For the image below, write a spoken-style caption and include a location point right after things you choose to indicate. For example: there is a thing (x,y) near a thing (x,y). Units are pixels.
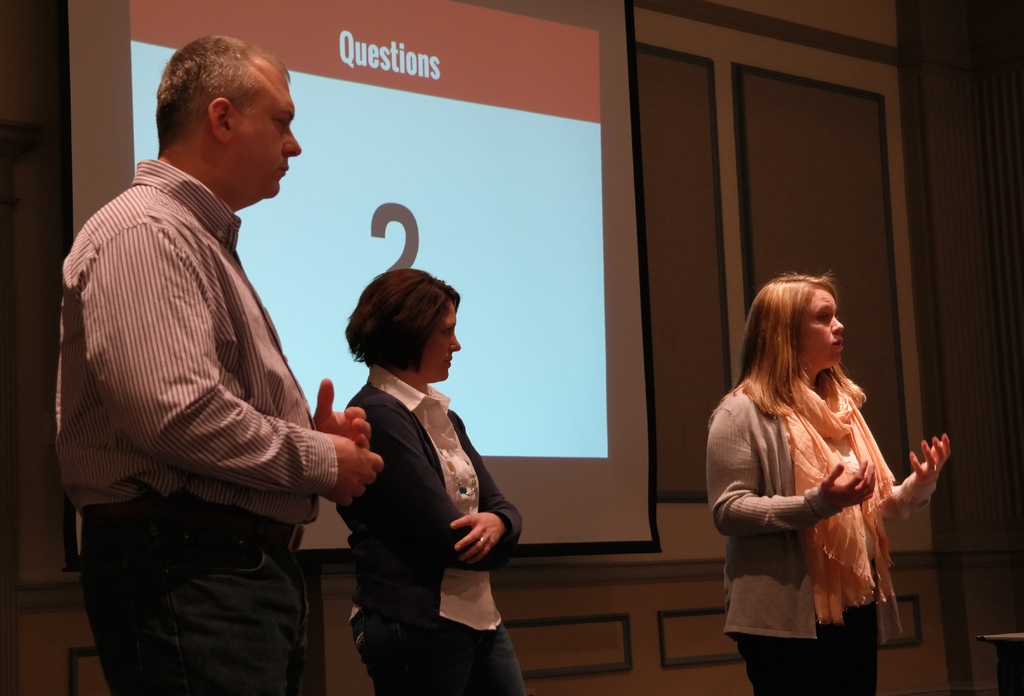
In this image, we can see persons (811,380) standing and wearing clothes (367,637). There is a screen (608,233) on the wall (321,632).
